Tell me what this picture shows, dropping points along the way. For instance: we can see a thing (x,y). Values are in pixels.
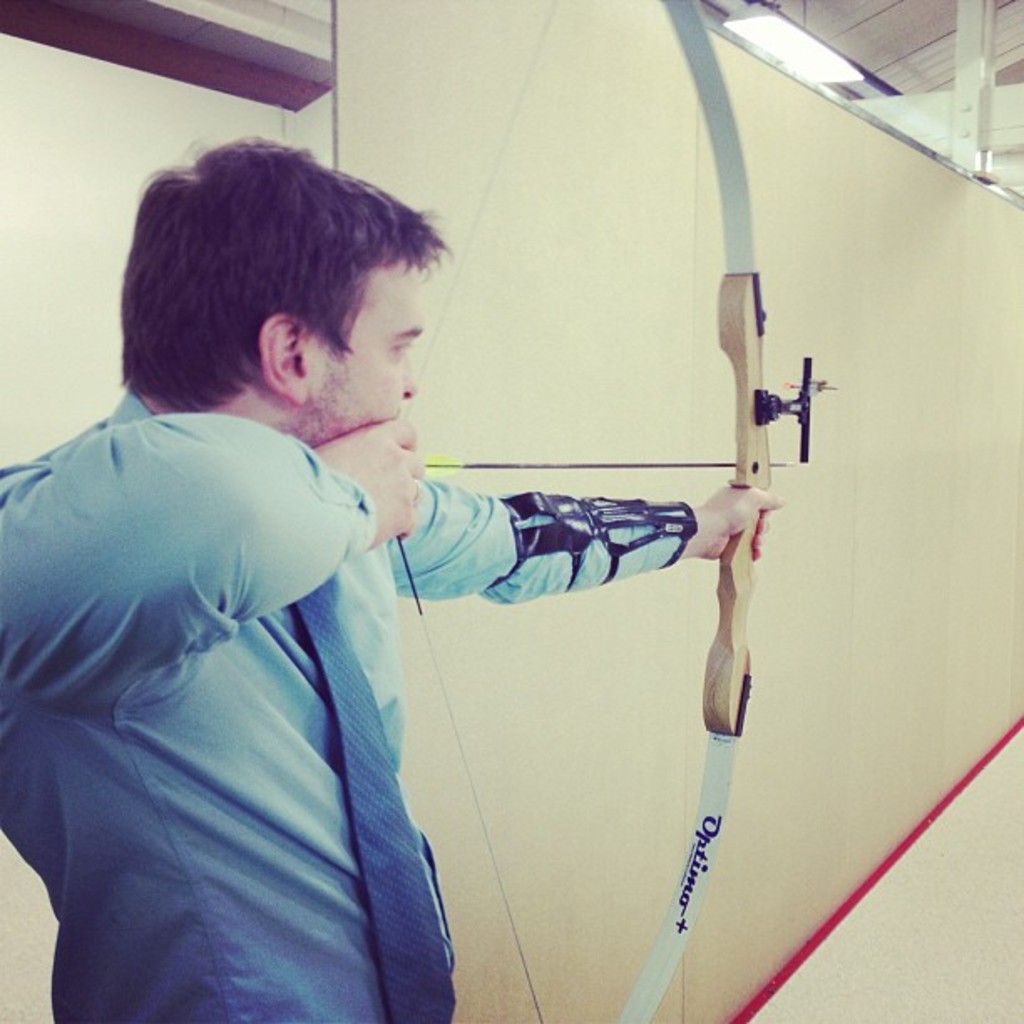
This image consists of a man (419,485), who is holding an arrow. He is wearing a blue dress (252,784).
